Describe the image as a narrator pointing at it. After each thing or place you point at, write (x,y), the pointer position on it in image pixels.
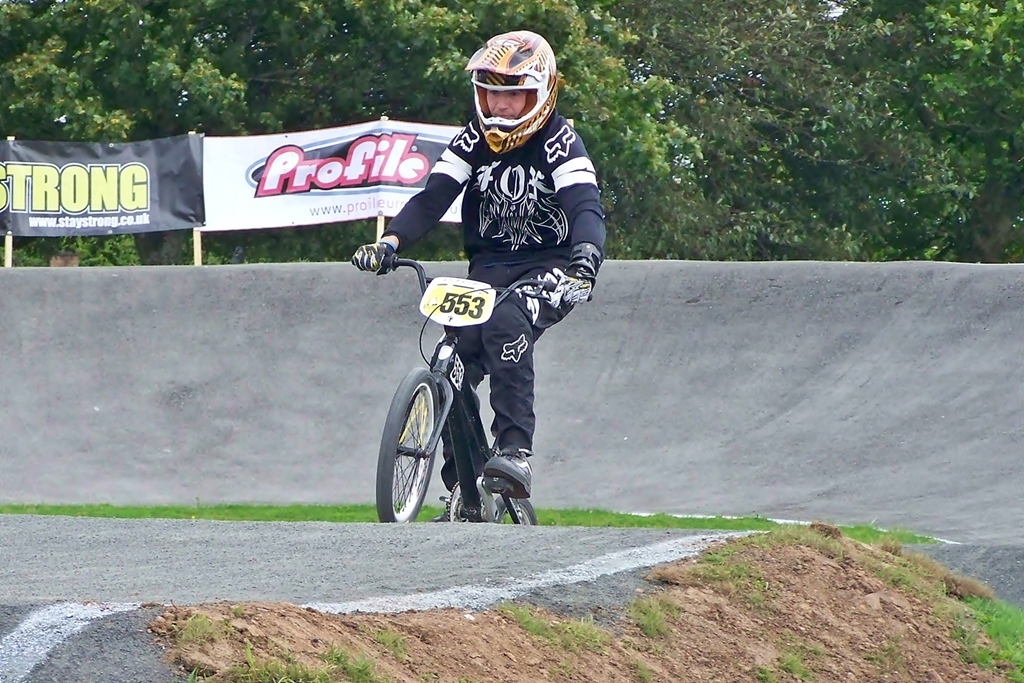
In the picture there is a person (529,128) riding a cycle (404,447), he is wearing black dress (463,336) and a helmet (492,136) and some number poster (450,308) is attached in front of the cycle (471,413), in the background (91,191) there are two banners (149,176) and behind the banners (126,213) there are plenty of trees (812,104).
